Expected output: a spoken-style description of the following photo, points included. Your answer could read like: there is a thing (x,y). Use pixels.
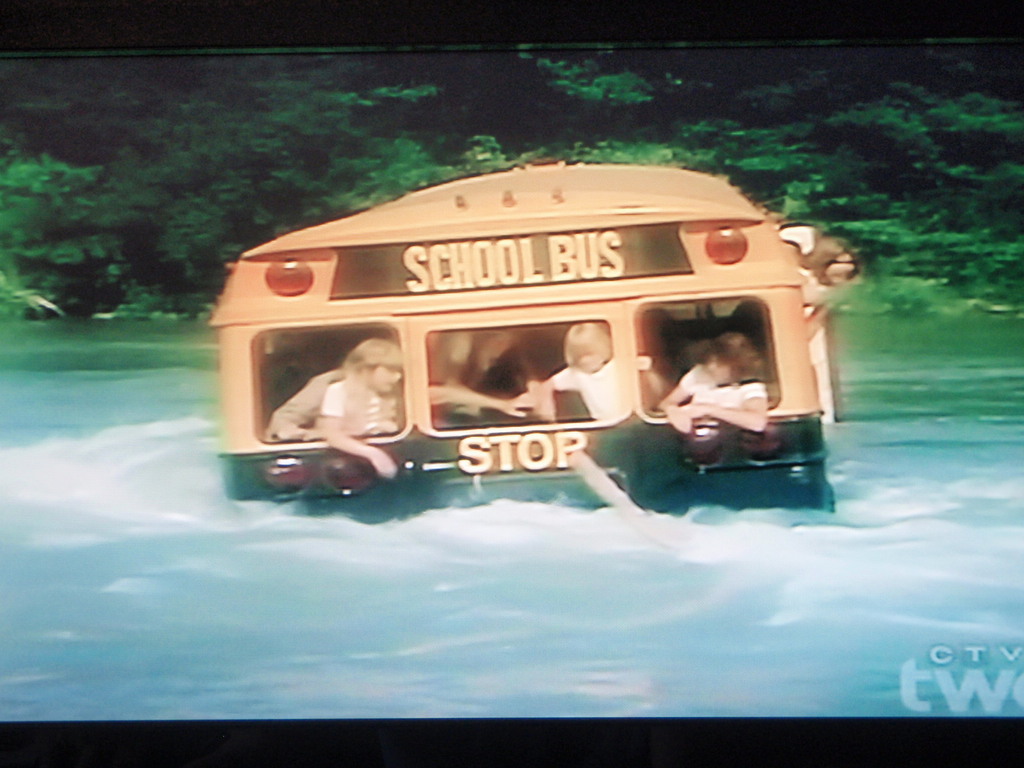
This is an edited image in which there is water (581,609) in the front (606,591) and in the water (565,505) there is a bus (684,447) with a persons (591,402) inside it. In the background (422,114) there are trees (593,138) and there is some text (981,684) at the bottom right of the image (962,672).
